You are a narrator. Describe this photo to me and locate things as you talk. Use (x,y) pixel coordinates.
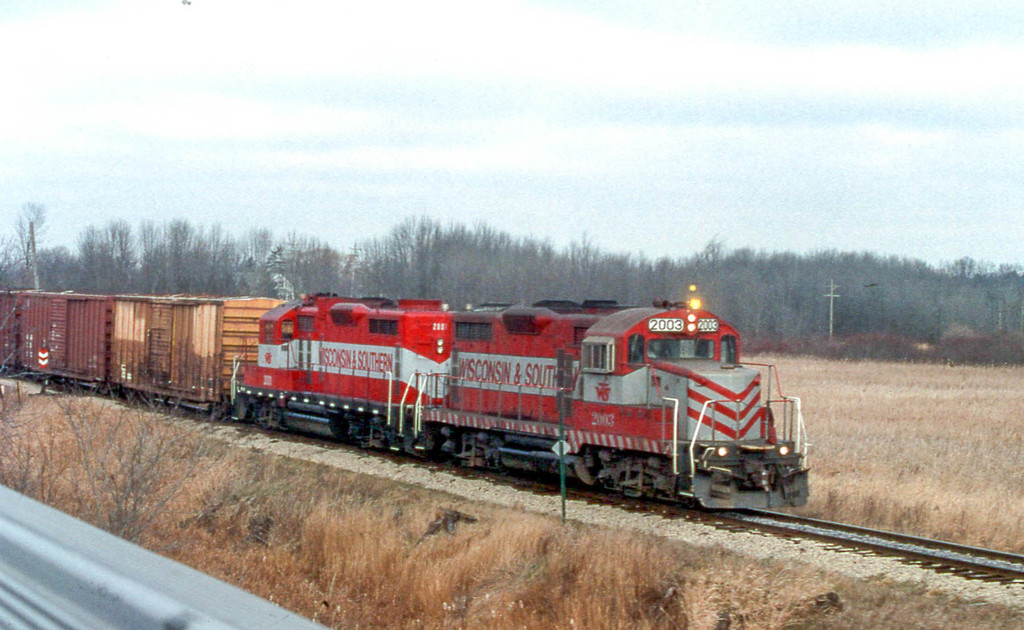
In the foreground of this image (657,384), there is a train (206,356) moving on the track (935,548) to which grass (881,442) is on the either side. In the background (953,251), we can see the trees (803,287), poles (829,285), sky (450,164) and the cloud (402,85).
